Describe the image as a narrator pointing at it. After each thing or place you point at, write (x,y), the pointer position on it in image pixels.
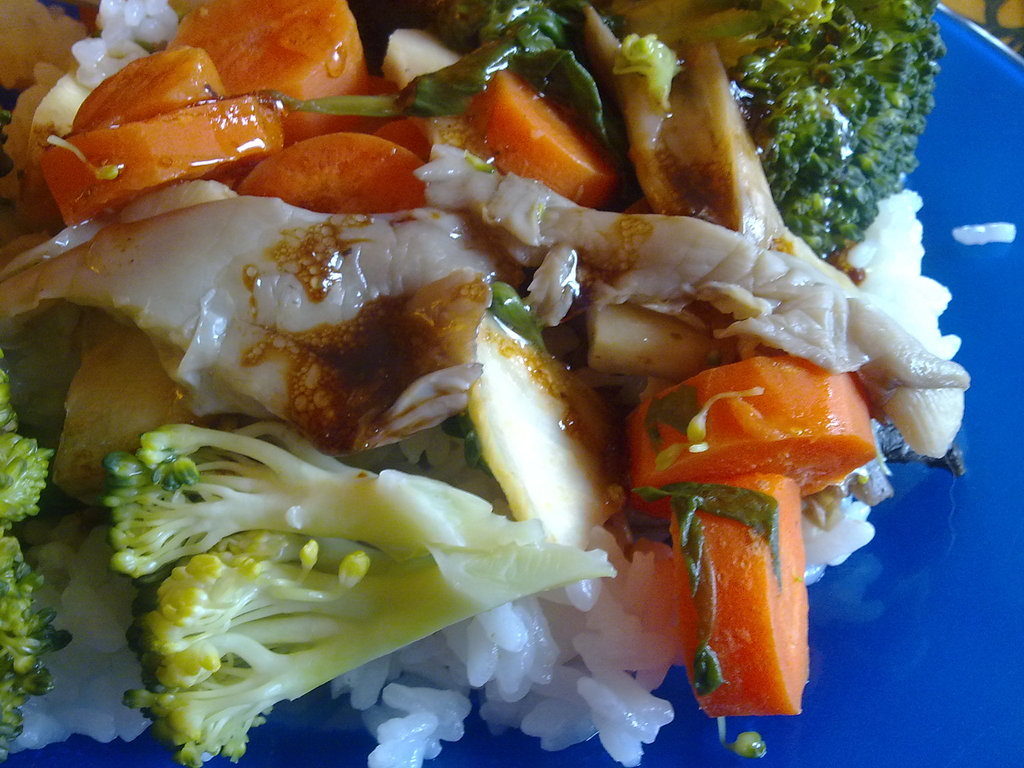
In this image, we can see a plate (977,317) contains some food (692,133).
